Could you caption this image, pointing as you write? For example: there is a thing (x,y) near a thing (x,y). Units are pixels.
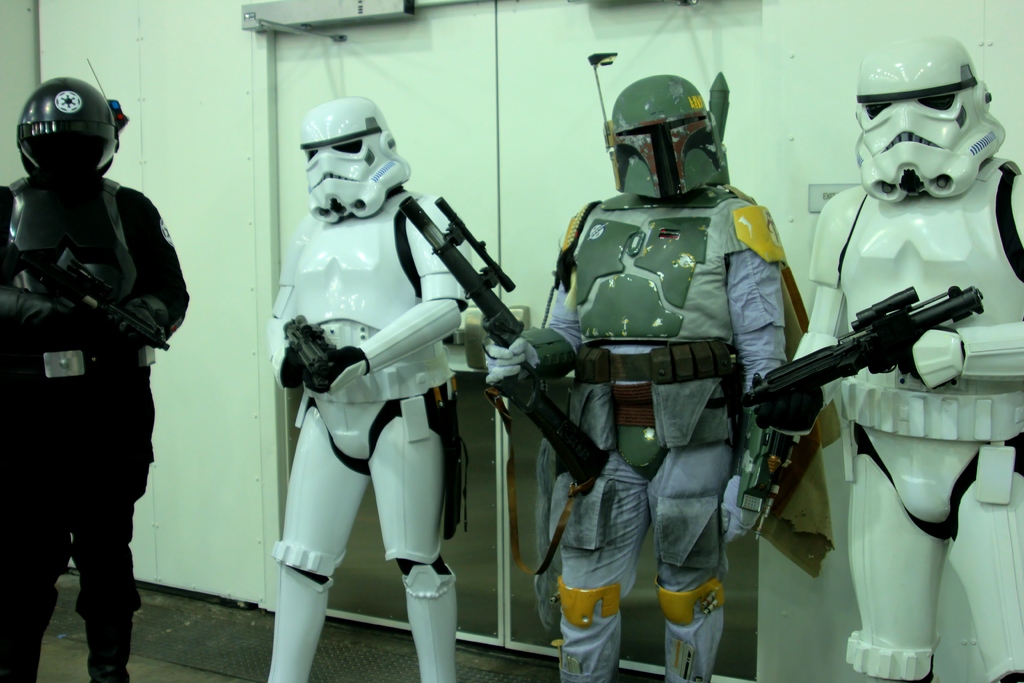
In this picture we can see a few people (835,235) holding weapons (312,341). There is a grey object (357,11) visible on top of the picture (295,18).
